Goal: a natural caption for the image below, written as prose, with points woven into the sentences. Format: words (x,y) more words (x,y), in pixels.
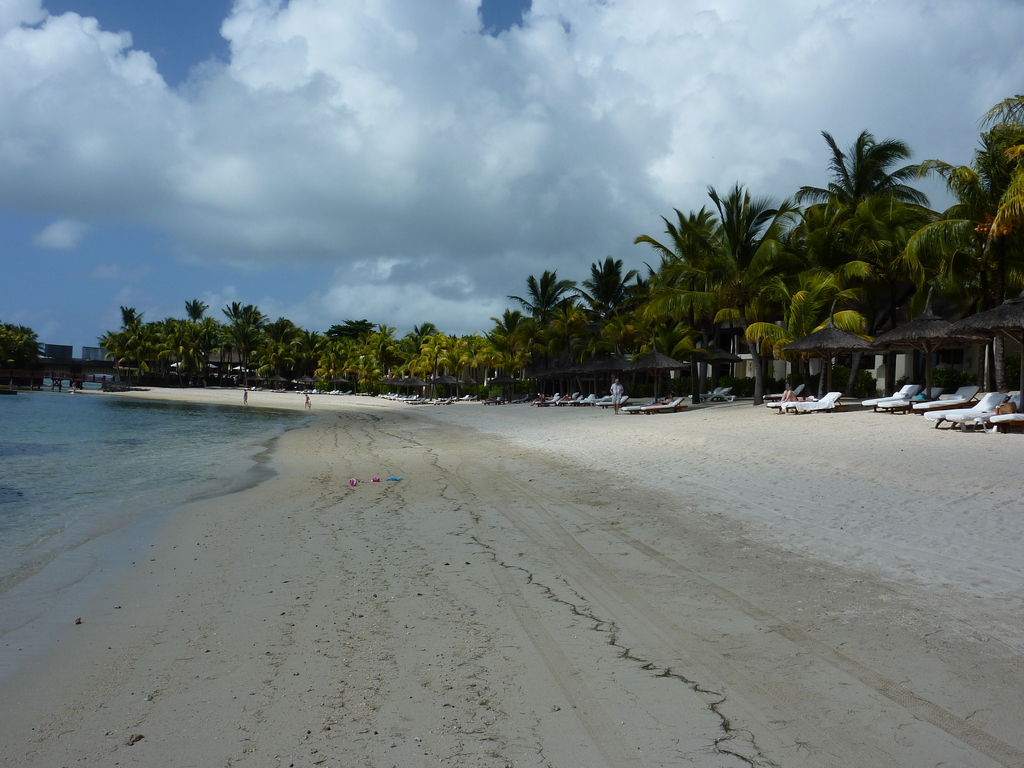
In this image I can see water (175,408) on the left side (163,467) and ground (369,434) on the right side (843,516). I can also see number of chairs (640,408) and few people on the ground (567,462). In the background (570,345) I can see number of trees (698,321), clouds (520,202) and the sky (51,282).
